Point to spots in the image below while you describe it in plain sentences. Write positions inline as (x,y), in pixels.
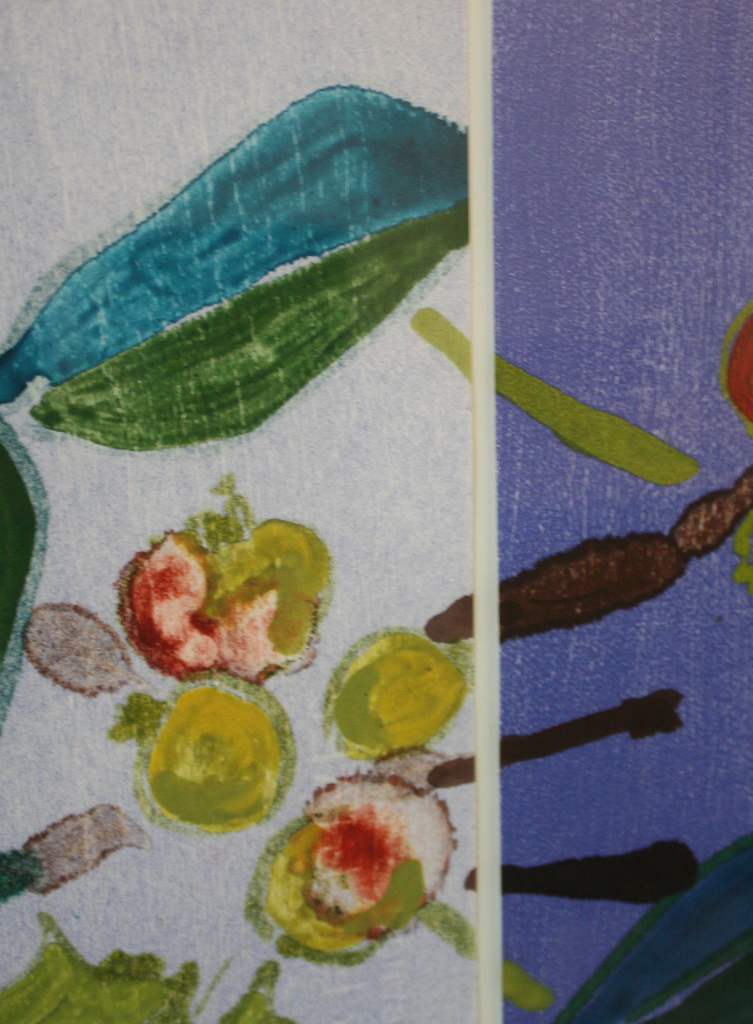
In this picture it looks like a colorful drawing (323,903) of vegetables (429,741) on a paper (188,118).
